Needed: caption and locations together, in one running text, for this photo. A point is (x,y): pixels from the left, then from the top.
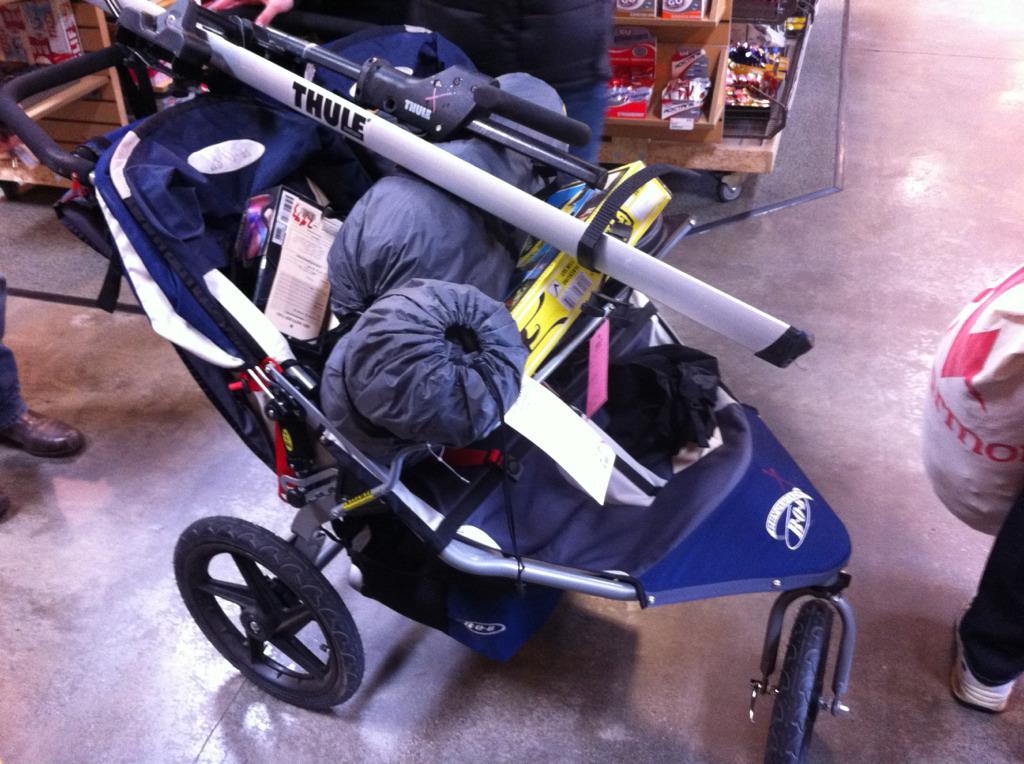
In this image we can see group of persons (526,53) standing on the ground (727,683). One person (1000,594) is holding a bag (999,525). In the center of the image (620,497) we can see a cart (247,607) with wheels (783,680) containing some items (418,141) in it. In the background (624,87), we can see group of objects (637,88) placed in racks (732,148).
